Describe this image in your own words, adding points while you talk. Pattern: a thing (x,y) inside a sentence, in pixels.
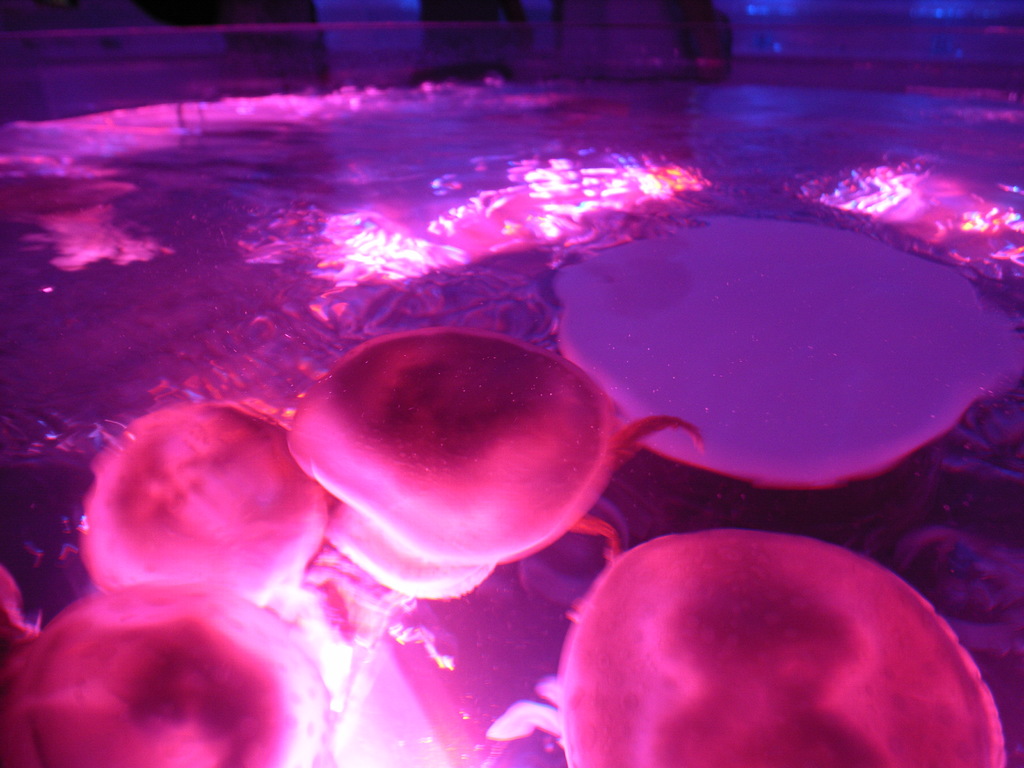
In this picture we can see the water animals (249,485) in the water (950,454).
